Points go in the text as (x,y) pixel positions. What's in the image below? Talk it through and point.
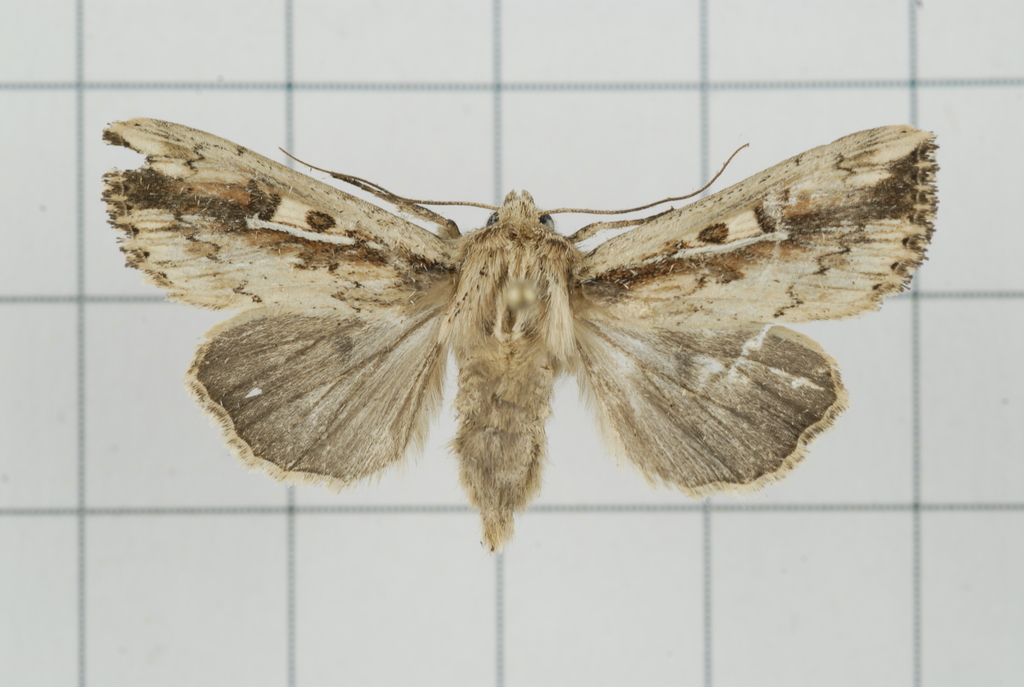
In this image I can see an insect (197,139).
